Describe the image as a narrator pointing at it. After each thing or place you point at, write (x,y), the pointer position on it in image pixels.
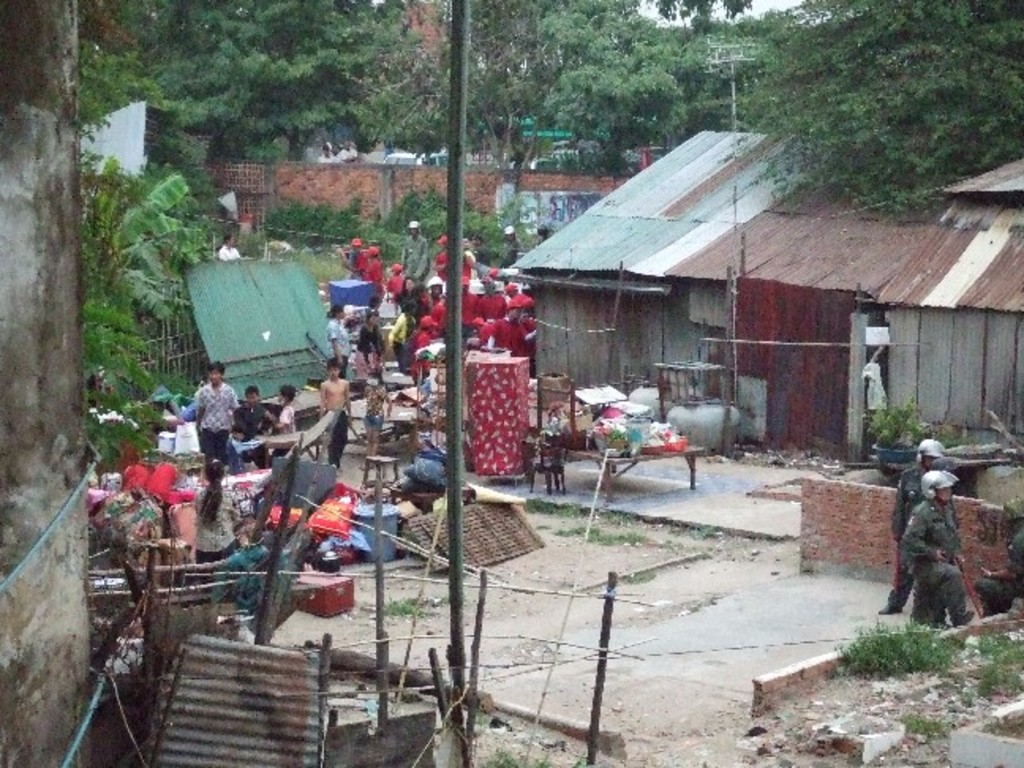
In this picture I can see group of people (426,313) standing, there are chairs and some other objects (494,357), there is a house (718,291), there are walls (353,214), fence (605,586), and in the background (372,119) there are trees (577,100).
